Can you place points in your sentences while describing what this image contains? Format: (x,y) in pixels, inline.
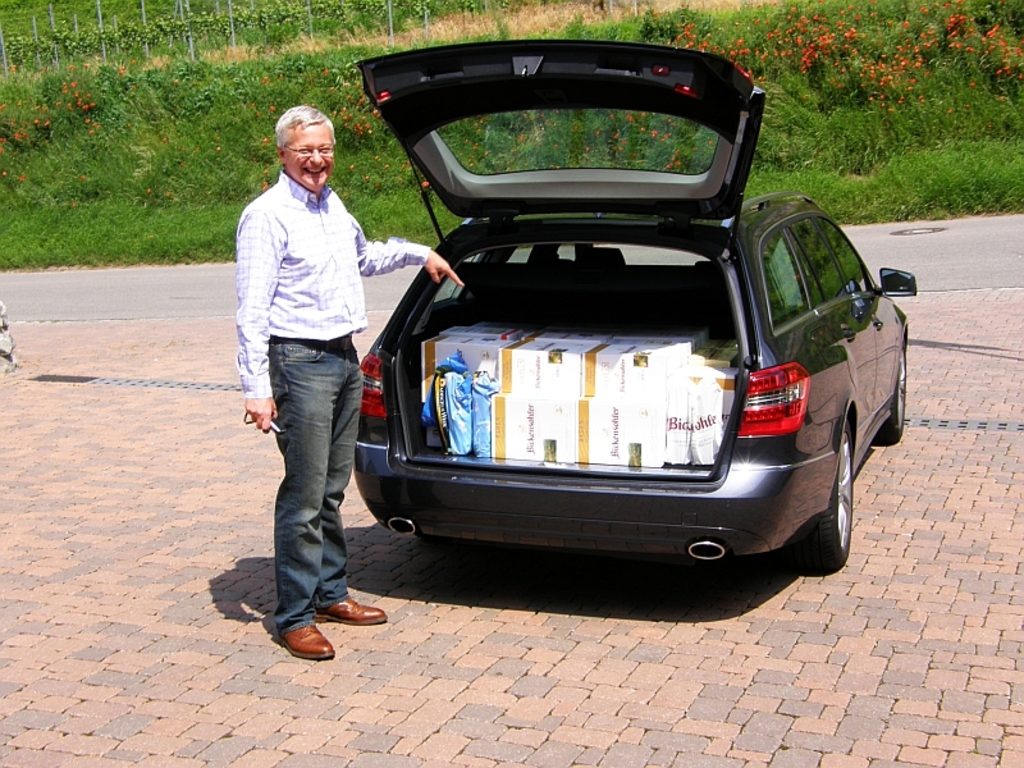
In this picture I can see there is a man (313,244) standing and he is wearing, shirt (329,239), pant (289,424) and he has spectacles (295,150) and he is pointing at the objects (588,393) placed in the car (873,352) behind him. He is smiling and there is a road (955,236) in the backdrop (877,76), there is grass (124,200), plants (160,146) with flowers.
